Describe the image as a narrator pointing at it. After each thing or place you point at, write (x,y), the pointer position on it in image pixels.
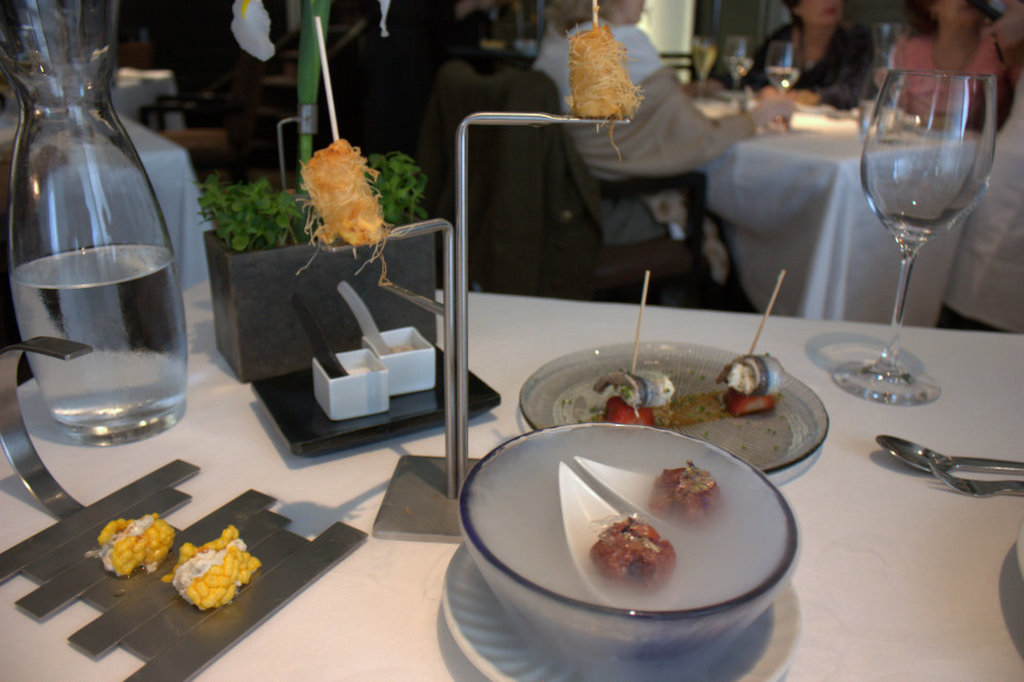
In this picture we can see table (254,442) and on table (250,430) we have bowl (531,554), jar (160,412), flower pot (396,250) with plant (275,225) in it, plate (627,353), spoon (920,468), fork (935,471), glass (926,156) with water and some food items (649,420) and in background (595,139) we can see persons (582,139) sitting on chair (541,153).
